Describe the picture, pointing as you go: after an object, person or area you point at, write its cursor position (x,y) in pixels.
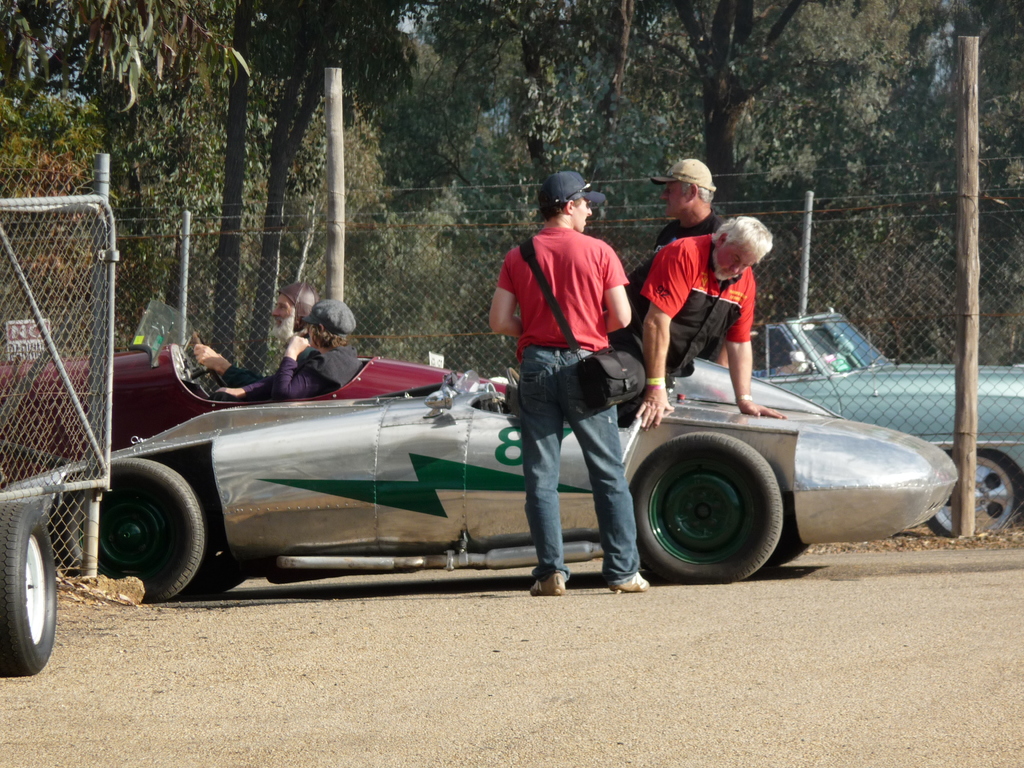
This picture is clicked outside the city. In a ground (514,629), we see vehicles (687,470) parked and we see three men (652,387) standing near the vehicle (449,565). Beside them, we see fence (350,254) and behind that, see many trees (615,103).
